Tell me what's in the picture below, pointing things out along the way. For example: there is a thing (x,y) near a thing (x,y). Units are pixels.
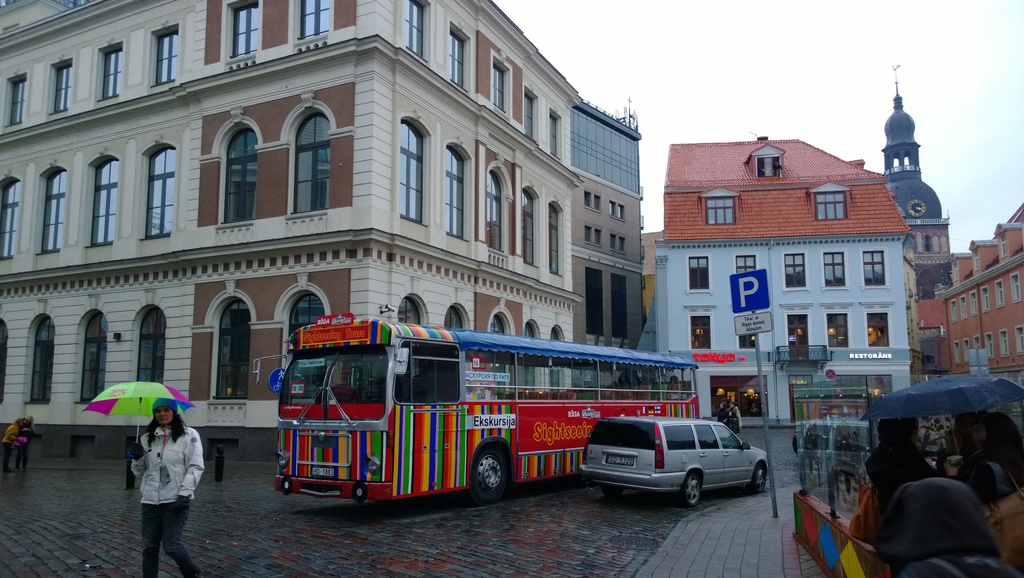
In this image, there are a few buildings (780,283) and vehicles (448,443). We can see the ground (231,475) with some objects (133,476). We can see a pole (774,484) with a board (760,316) and a signboard (764,292). There are a few people (173,548). We can see the wall (811,516) and some glass (820,454). We can also see the reflection (805,461) of vehicles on the glass (837,461). We can see the sky (707,102).
